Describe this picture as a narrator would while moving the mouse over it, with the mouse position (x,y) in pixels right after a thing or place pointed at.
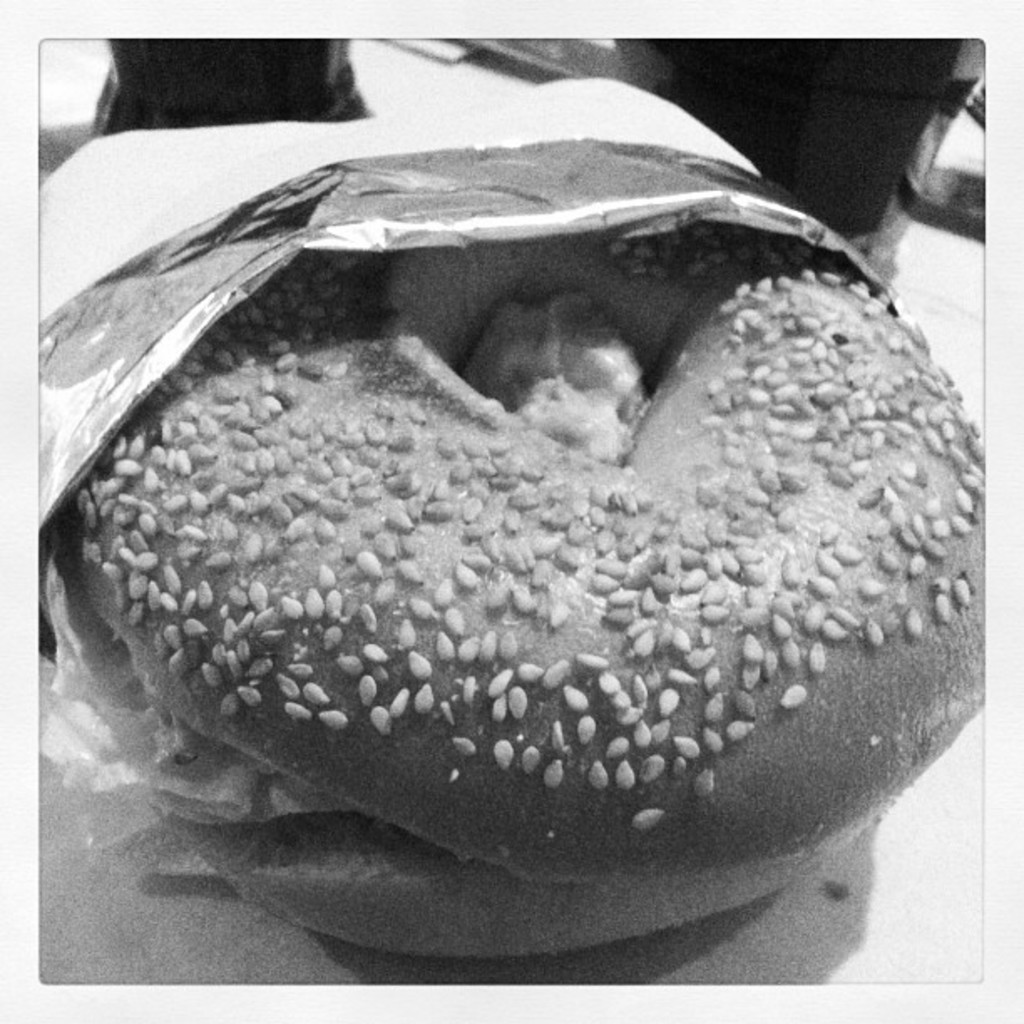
There is an edible (637,592) placed in a silver cover (349,246).
